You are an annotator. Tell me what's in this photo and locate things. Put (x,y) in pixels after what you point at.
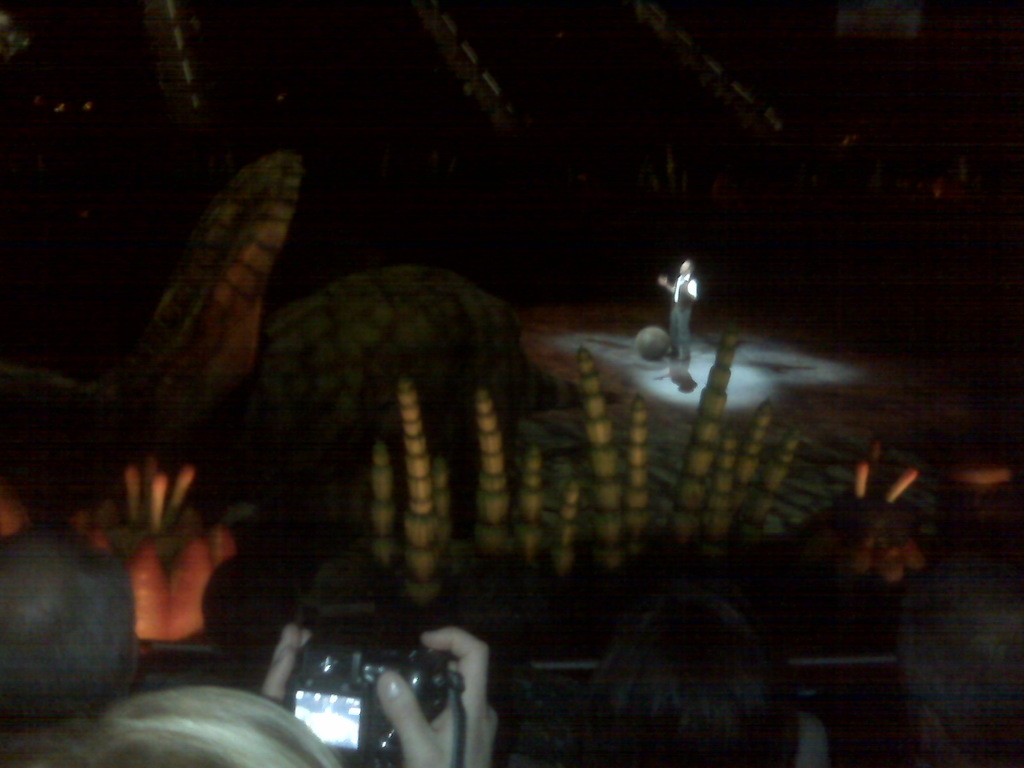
In this image, there is a man (676,309) standing in the spot light (748,369), there are some people (85,694) sitting, there is a person (230,749) holding a camera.
